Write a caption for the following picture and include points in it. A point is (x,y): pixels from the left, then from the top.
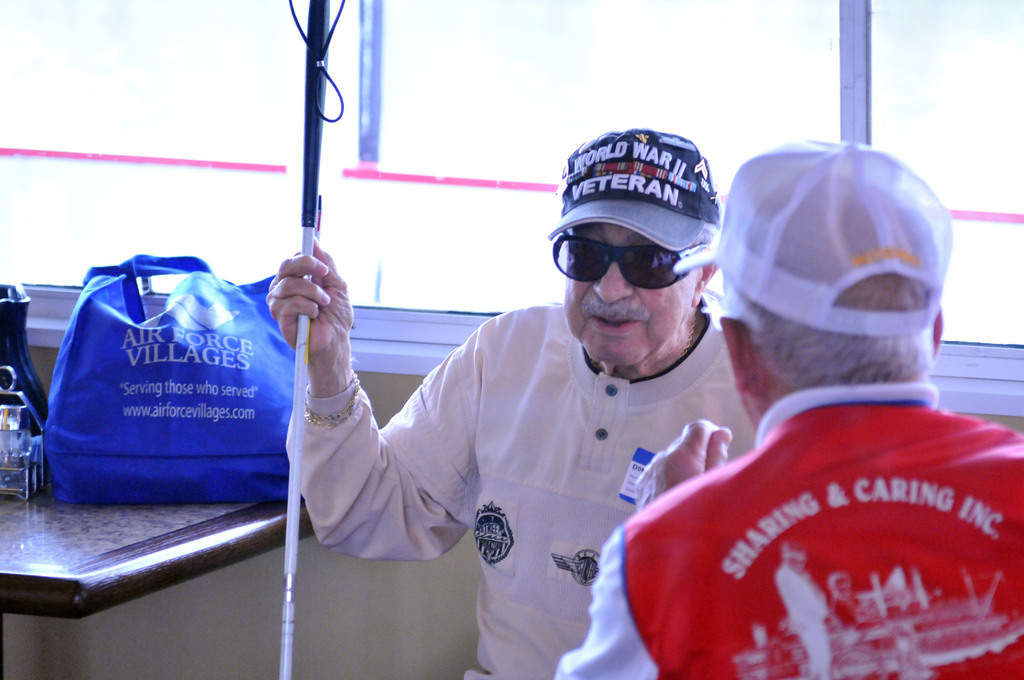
In this image there is a person (586,409) wearing goggles (641,270) and a cap (669,187). He is holding a stick (297,409). Right side (886,452) there is a person (844,278) wearing a cap (830,252). Left side (10,398) there is a table (74,518) having a bag (90,437) and few objects (16,410). Background (87,226) there is wall (403,650) having a window (363,177).
